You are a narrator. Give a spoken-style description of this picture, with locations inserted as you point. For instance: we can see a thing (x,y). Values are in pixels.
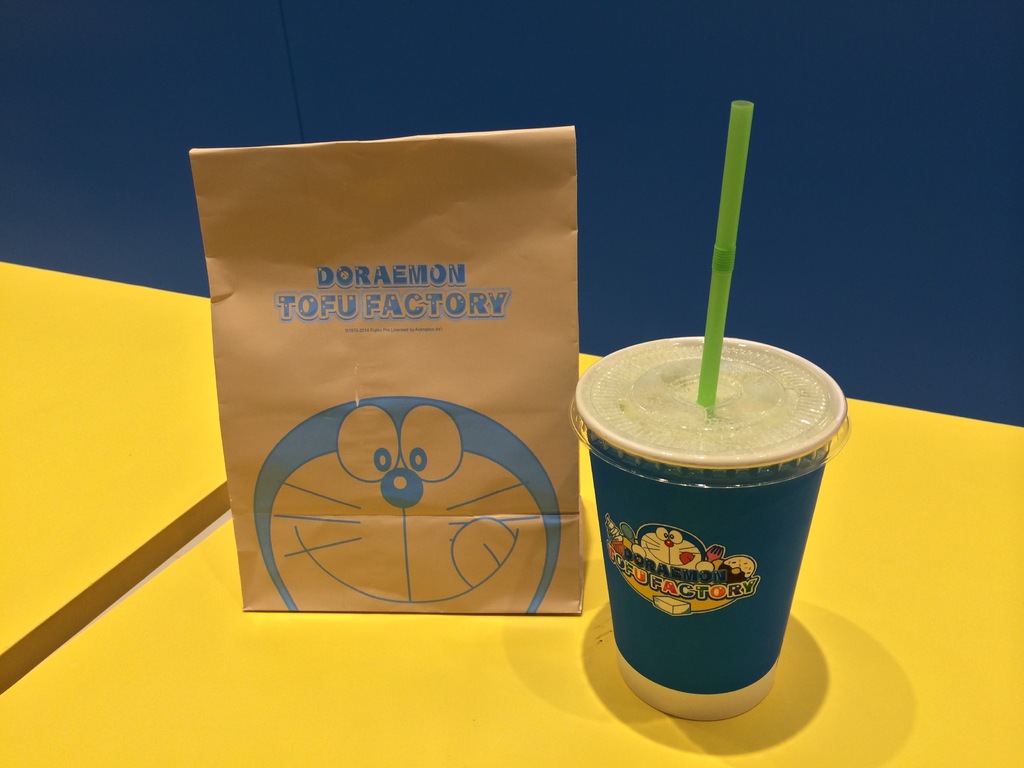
In the picture we can see a part of the yellow color table (936,582), on it we can see the glass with a drink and straw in it and beside it, we can see cover parcel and behind it we can see the wall (829,258) which is blue in color.
